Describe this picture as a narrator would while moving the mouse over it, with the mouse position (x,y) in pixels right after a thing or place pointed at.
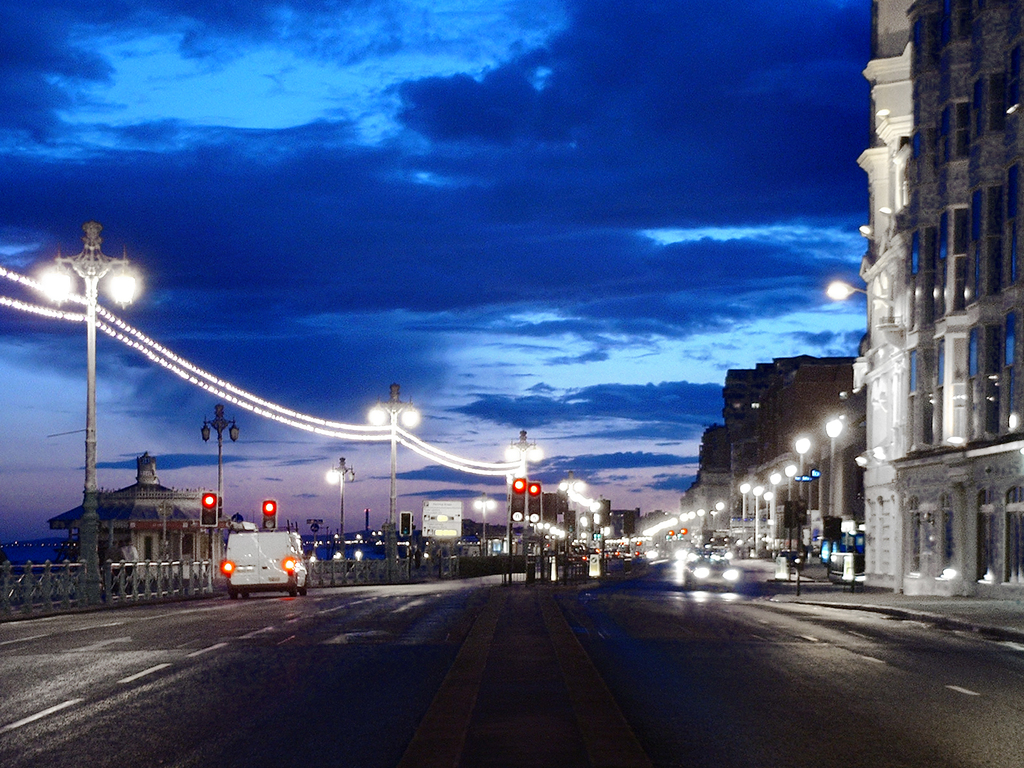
In this image I can see two roads (728,651) and on it I can see few vehicles (734,561). On the both side of these roads (440,628) I can see number of poles (394,557), signal lights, street lights (89,403) and number of buildings (108,522). In the background (367,270) I can see clouds (803,155) and the sky (173,215).
